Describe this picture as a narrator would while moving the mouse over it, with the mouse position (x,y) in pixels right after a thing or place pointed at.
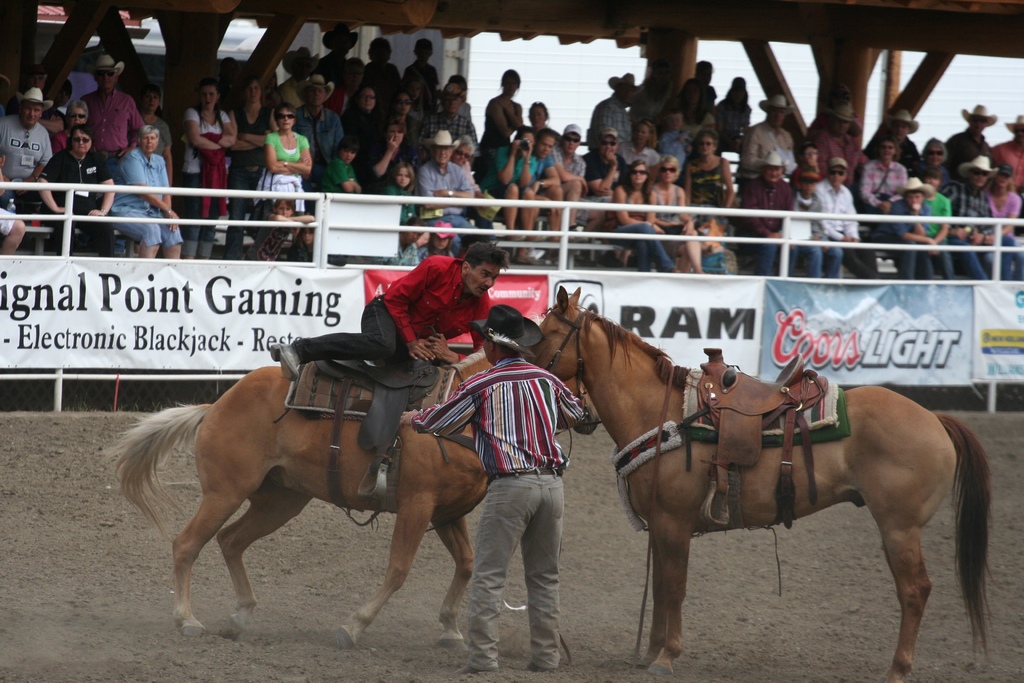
In this image I can see two horses (388,498) and a person (391,317) sitting on the horse (356,499) and a person (512,440) standing in front of the horse (608,403). In the background (637,138) I can see group of persons (616,201) sitting on chairs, in front of them I can see a fence (327,307).
